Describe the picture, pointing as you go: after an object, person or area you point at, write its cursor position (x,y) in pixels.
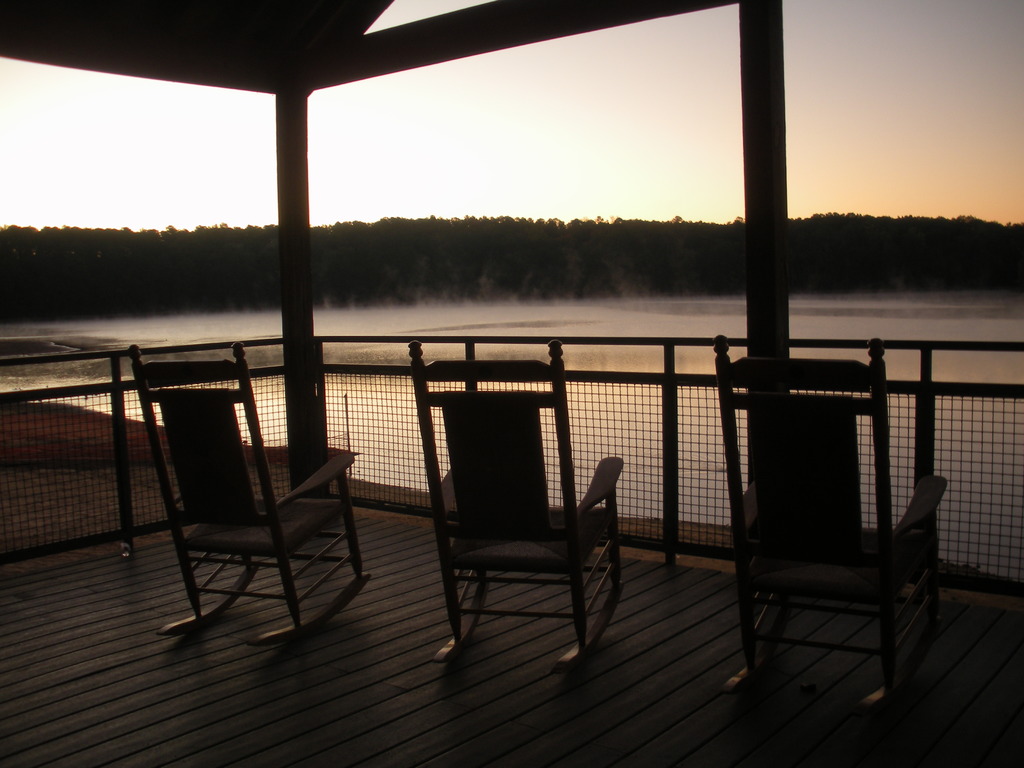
In this picture I can see chairs (271,553), fence (579,483), roof top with pillars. I can see water (615,330), trees (498,228), and in the background (517,118) there is the sky (576,114).
